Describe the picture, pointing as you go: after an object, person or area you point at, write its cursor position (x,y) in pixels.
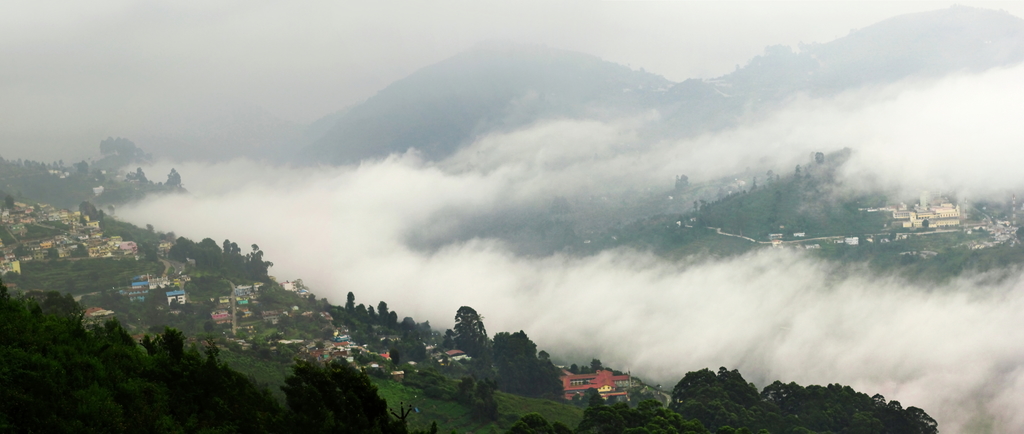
In this image there is the sky (430,32) towards the top of the image (516,32), there are mountains (739,80), there is the fog (714,280), there are trees (471,342), there are buildings (335,353), there is the grass (229,358).
